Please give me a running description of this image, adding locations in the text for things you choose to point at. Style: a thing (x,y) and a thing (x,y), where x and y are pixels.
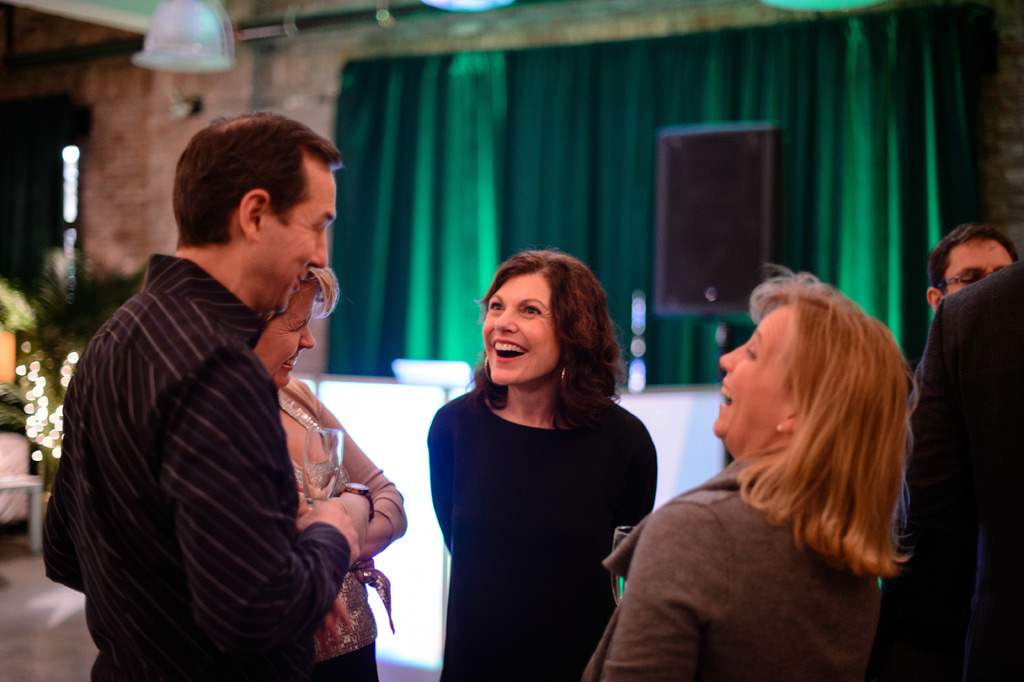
In this image we can see three women (828,450) and three men (926,444) are standing. Behind the green color curtain (413,150) and plant (35,298) is there. one man (178,516) is wearing black shirt (287,544) and holding glass (327,480) in his hand (326,514). Women (511,352) are laughing.
